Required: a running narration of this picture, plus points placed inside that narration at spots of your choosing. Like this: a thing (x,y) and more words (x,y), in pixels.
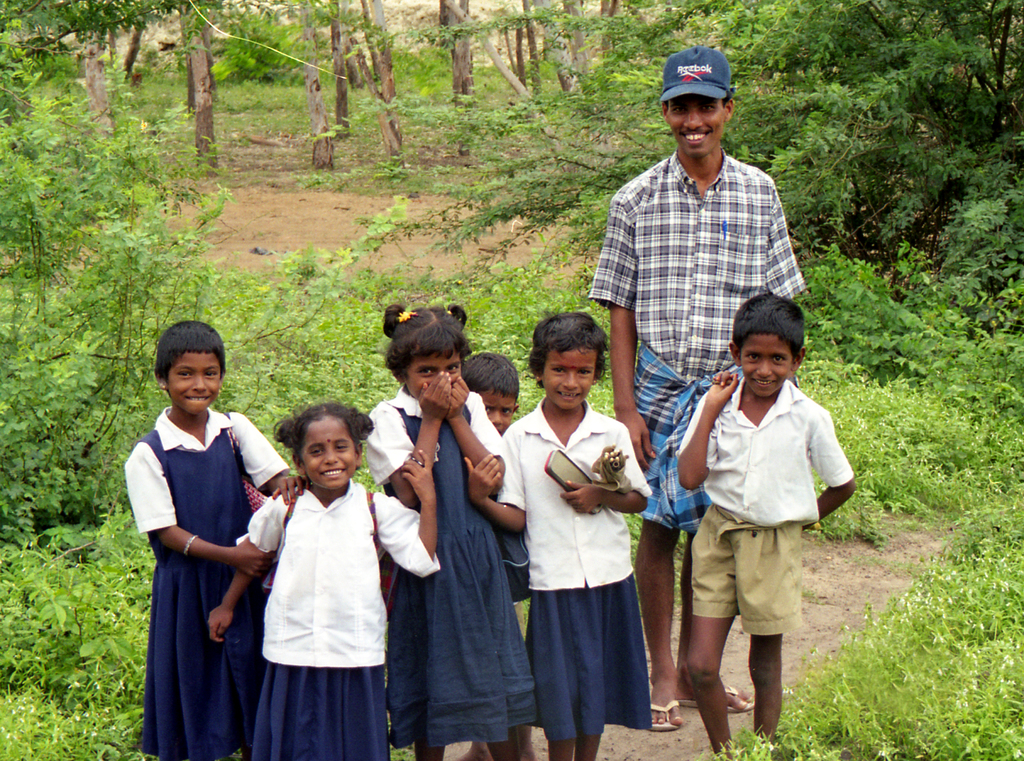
There is a group of persons (537,486) standing at the bottom of this image (570,536) and there are some trees (596,147) and some plants (88,556) in the background (854,318).
